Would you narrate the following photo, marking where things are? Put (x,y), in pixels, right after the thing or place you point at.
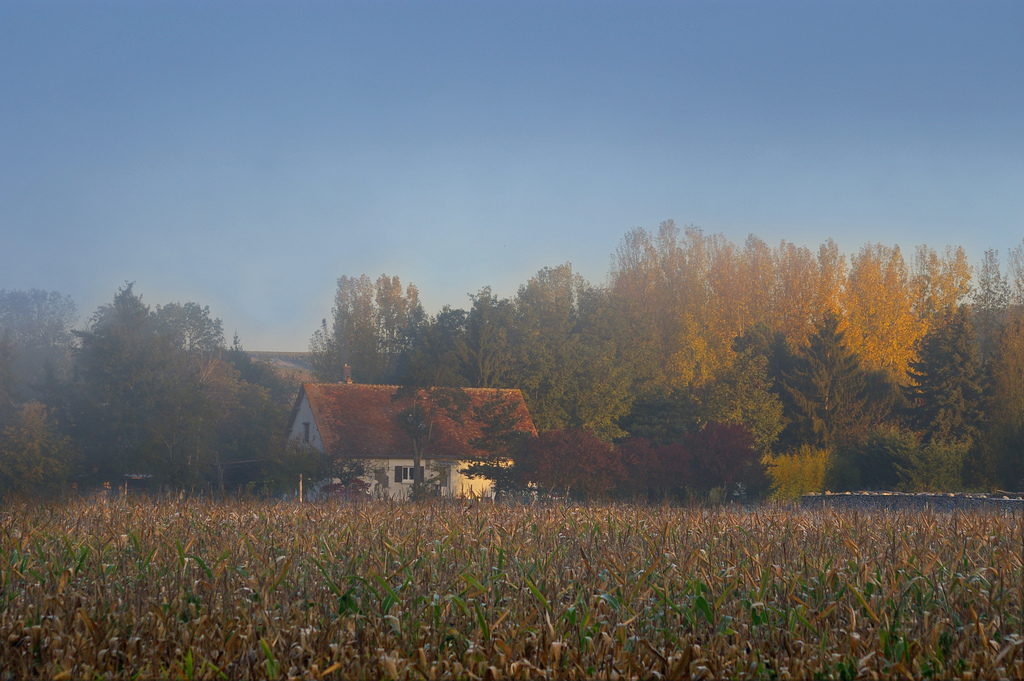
In this image there is a farm (491,579) at the bottom (707,592). Behind the farm (542,595) there is a house (378,431) in the middle (355,446) and there are trees (636,288) all over it. At the top (339,132) there is sky (433,145).
